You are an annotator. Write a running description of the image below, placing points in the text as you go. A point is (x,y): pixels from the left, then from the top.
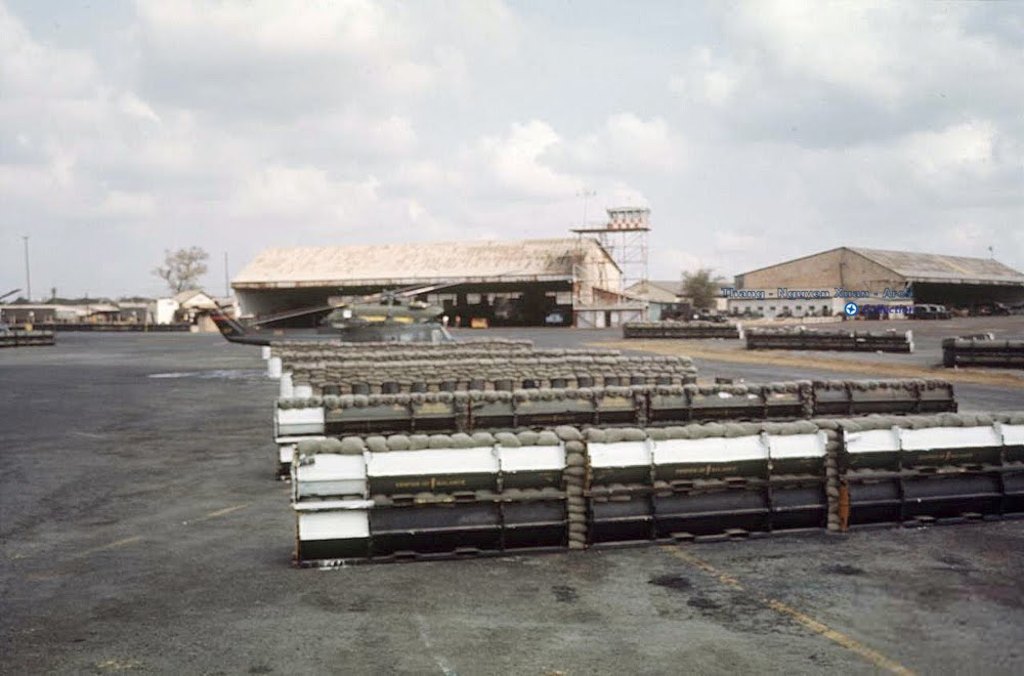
In this image, we can see sheds (826,287), trees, poles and there are pallets (798,409) and some other objects (500,376) on the road (308,577). At the top (330,106), there are clouds (352,88) in the sky (520,152).
